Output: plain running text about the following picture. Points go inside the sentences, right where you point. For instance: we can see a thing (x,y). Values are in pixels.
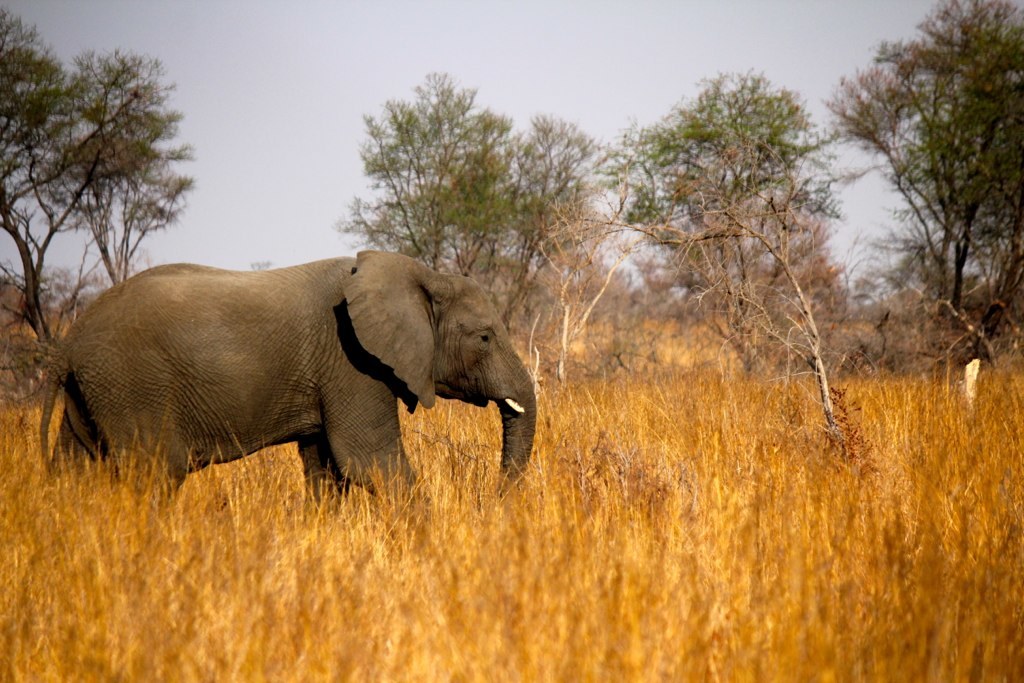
This is the picture of an elephant (241,381) which is walking in the field (436,504). The field (574,555) has grass (685,566) all over the land (882,507). And there are some trees (996,179) in the background (99,180). We can observe a sky (505,75) here.
